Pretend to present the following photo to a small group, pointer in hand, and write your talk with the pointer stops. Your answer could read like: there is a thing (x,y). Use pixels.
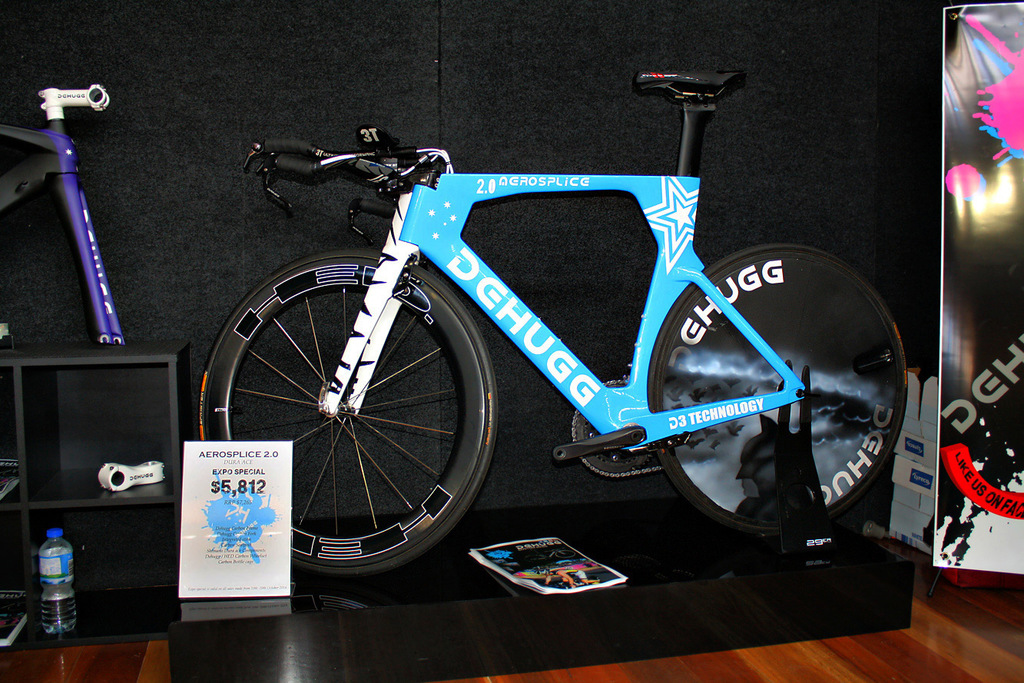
In this image I can see the bicycle (464,402) on the black color surface (527,609). In-front of it I can see the board (211,546) and the paper (519,567). To the left (45,565) I can see the front part of the bicycle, bottle (41,580) and few books (5,479) in the shelves (25,521). To the right (925,503) I can see the banner (985,405) and few more objects (920,424). And there is a black background (499,151).
